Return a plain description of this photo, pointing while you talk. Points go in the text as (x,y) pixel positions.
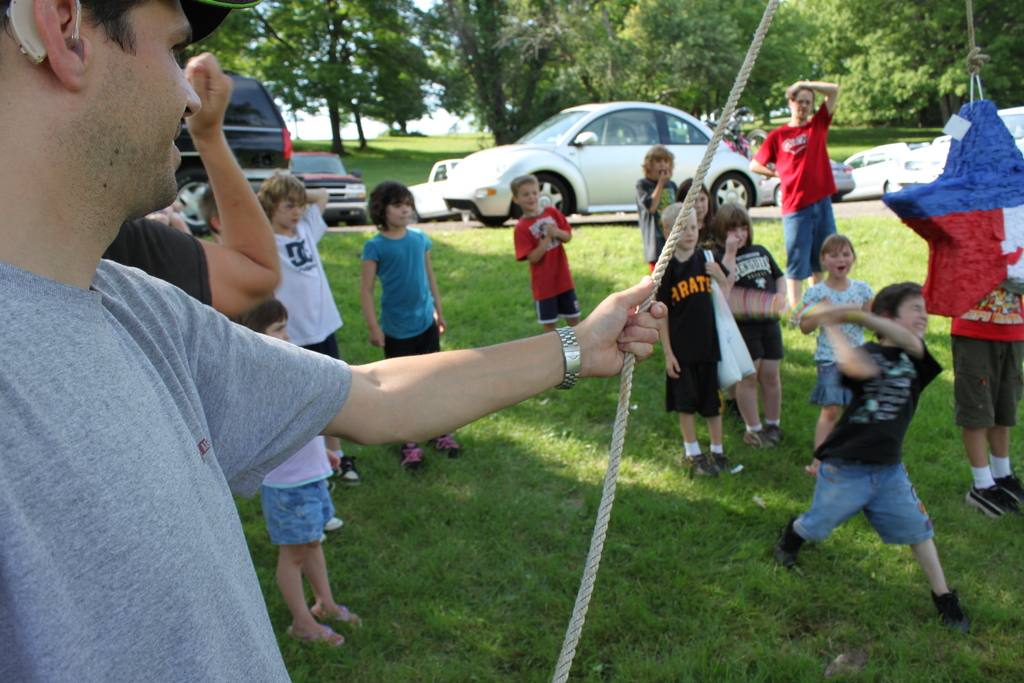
In this image I can see an open grass ground (417,565) and on it I can see number of children (704,284) and few men (816,236) are standing. In the front (167,425) I can see one man (660,310) is holding a rope (728,106). In the background (556,133) I can see number of vehicles (683,120) and number of trees (531,82). I can also see a colorful star (996,119) on the right side of this image (994,106).
